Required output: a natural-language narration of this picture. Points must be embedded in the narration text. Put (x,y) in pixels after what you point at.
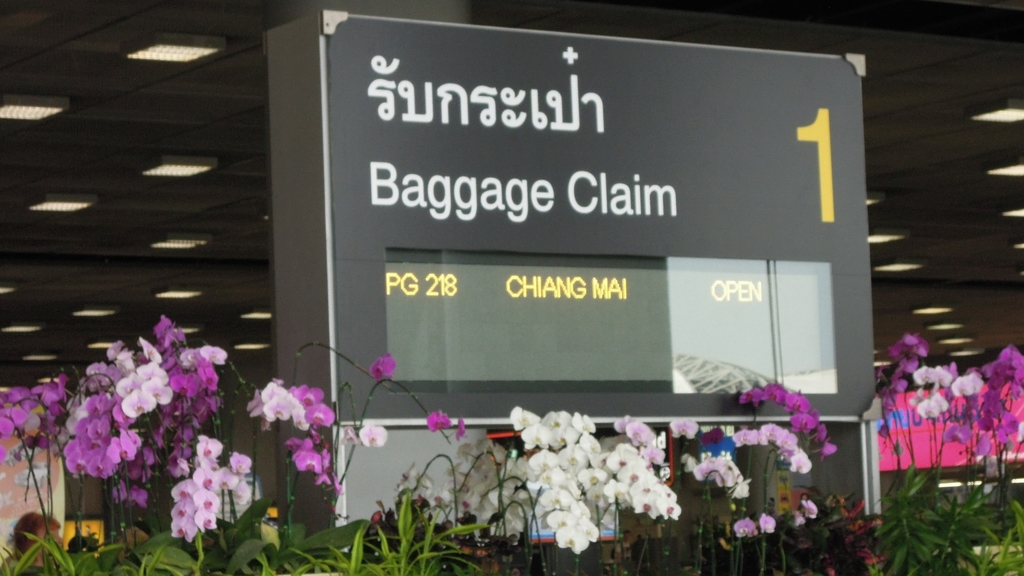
In this picture we can see a name board (368,259), plants (590,497) with flowers (146,479), lights (200,41) and some objects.
